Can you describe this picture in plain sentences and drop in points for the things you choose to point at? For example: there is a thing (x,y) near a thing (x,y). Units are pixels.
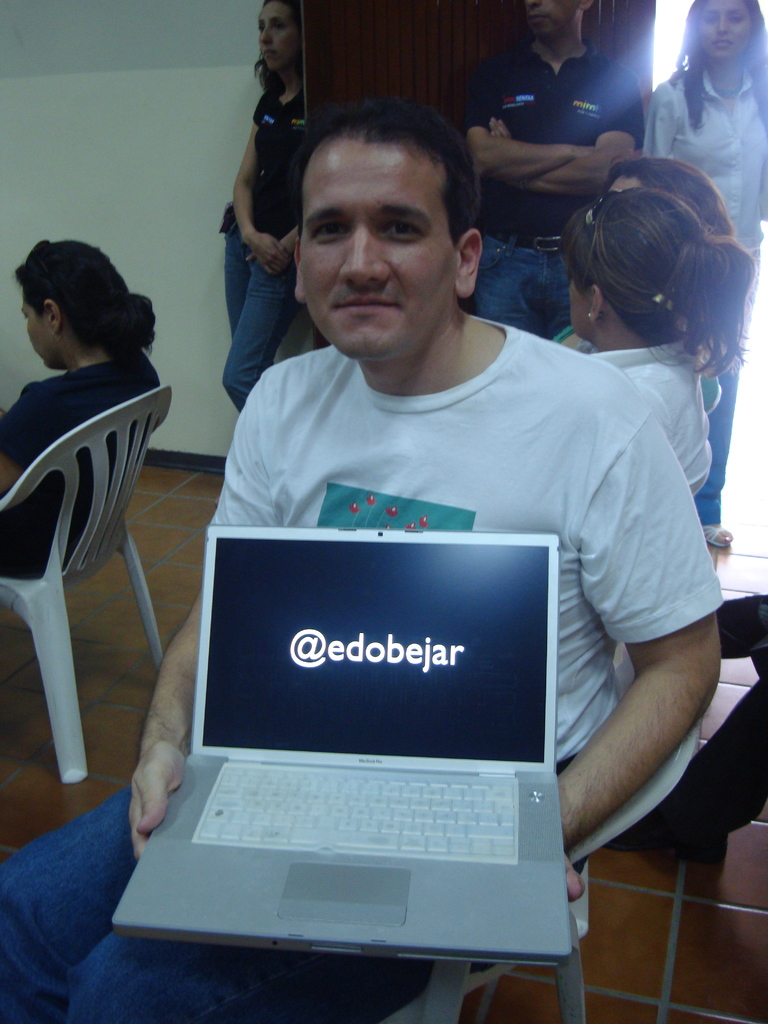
This is the picture of a man (356,468) in white t shirt (435,473) holding the laptop (360,712). The background of the man (395,435) there are the group of persons (499,216) are standing and some are sitting on chairs (95,440) and a wall (133,95) which is in white color.
